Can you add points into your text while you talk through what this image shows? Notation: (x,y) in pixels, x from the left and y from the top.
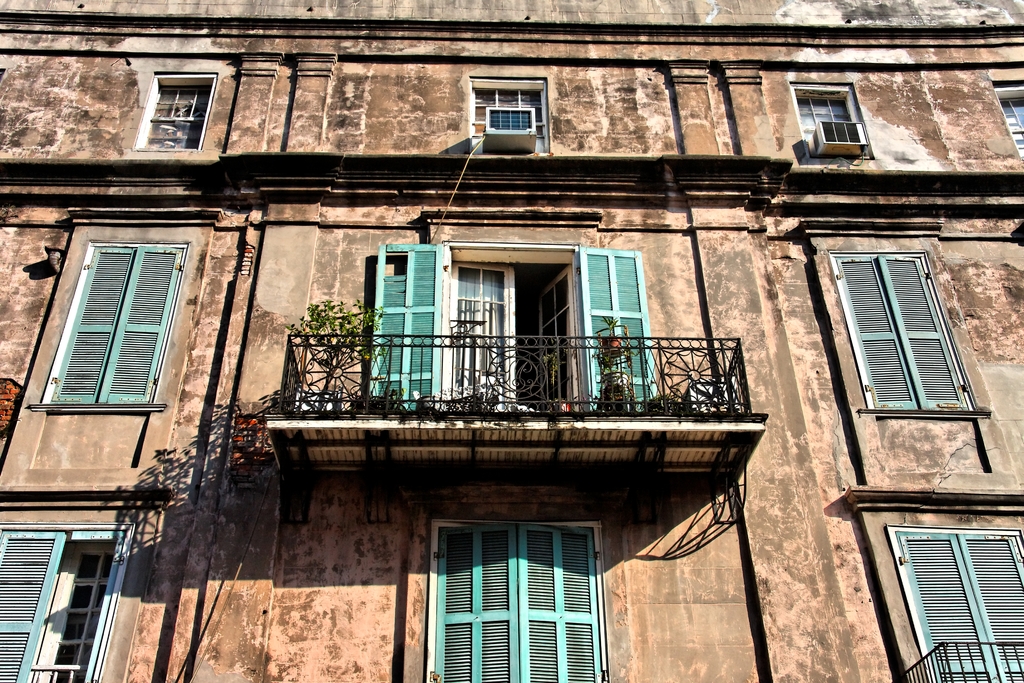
In this picture we can see a building (668,317), there are plants (604,369) and a railing (503,367) in the middle (579,388), we can see windows (106,617) and window blinds (163,298) of the building (239,279).
